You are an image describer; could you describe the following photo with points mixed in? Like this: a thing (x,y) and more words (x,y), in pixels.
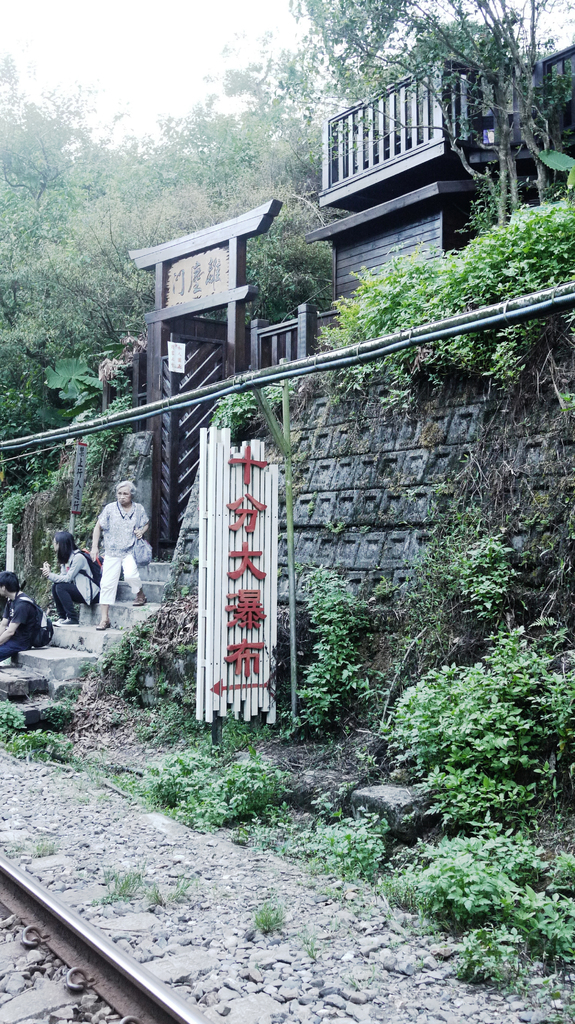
In this image, this looks like a house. I can see two people (70,593) sitting and a person (143,594) standing. This is a name board (207,552). These are the trees (5,341) and plants (462,716). At the bottom left corner of the image (113,985), that looks like a railway track (67,951).
